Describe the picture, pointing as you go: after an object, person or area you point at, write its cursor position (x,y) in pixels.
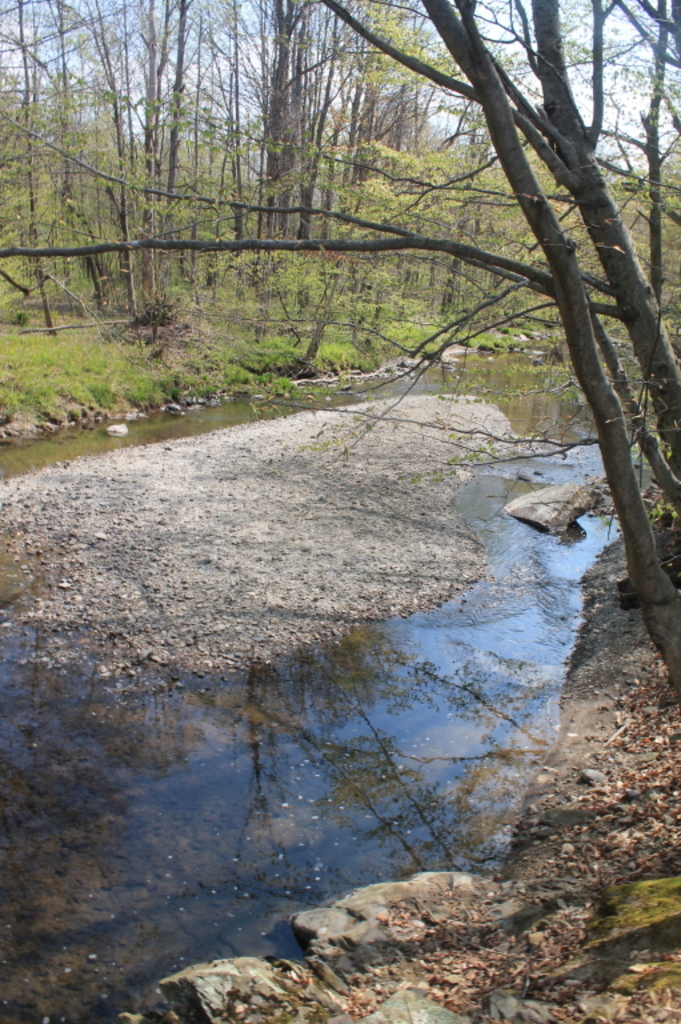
This picture shows a small water canal (525,604) surrounded by trees (534,13).
